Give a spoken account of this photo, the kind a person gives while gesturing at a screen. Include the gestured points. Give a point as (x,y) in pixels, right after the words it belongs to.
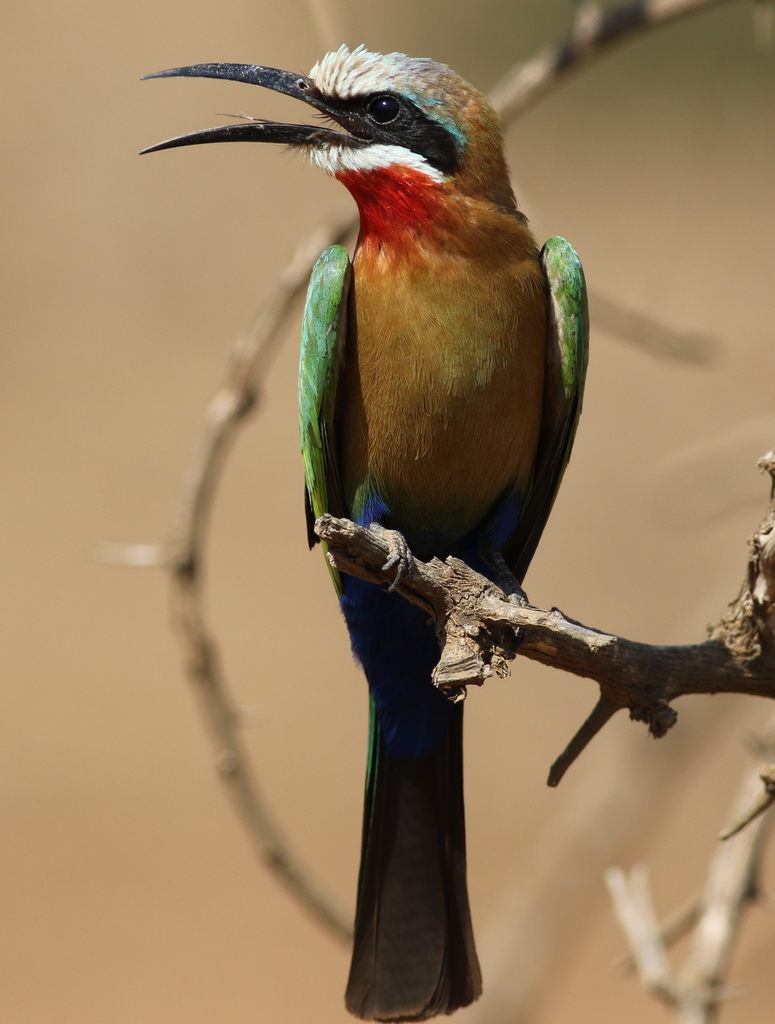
In this image we can see a bird (312,313) on a branch (545,624) of a tree (563,619).
